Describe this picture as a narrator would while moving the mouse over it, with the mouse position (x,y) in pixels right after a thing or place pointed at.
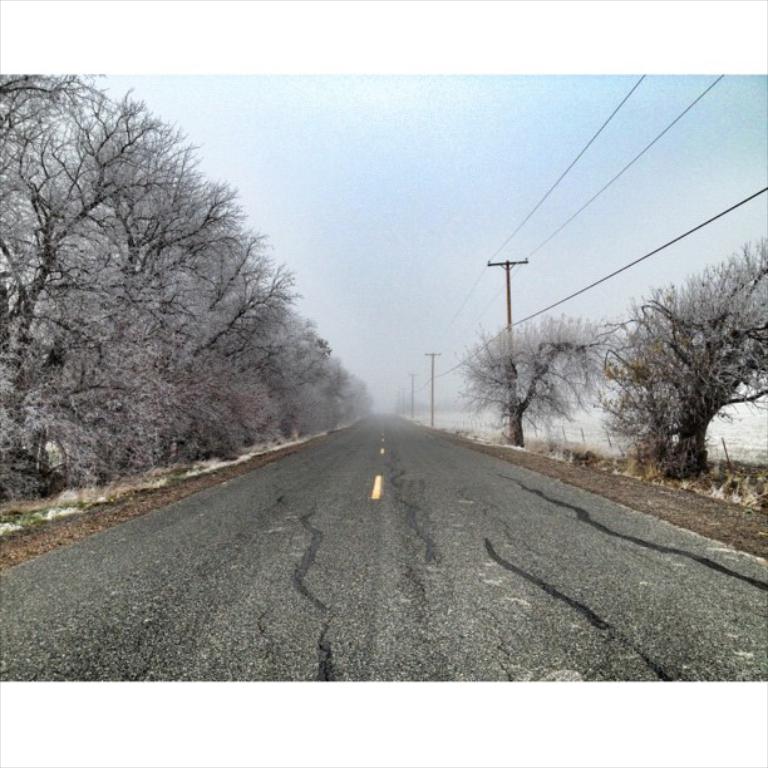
In this picture I can see there is a road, there are trees (106,406) at the left (120,373) and right side (695,338), they are covered with snow (222,406). There are electric poles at right side (559,182), with wires (549,235) and there is snow (739,441) on the floor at the right side (562,427). The sky (387,178) is foggy.
